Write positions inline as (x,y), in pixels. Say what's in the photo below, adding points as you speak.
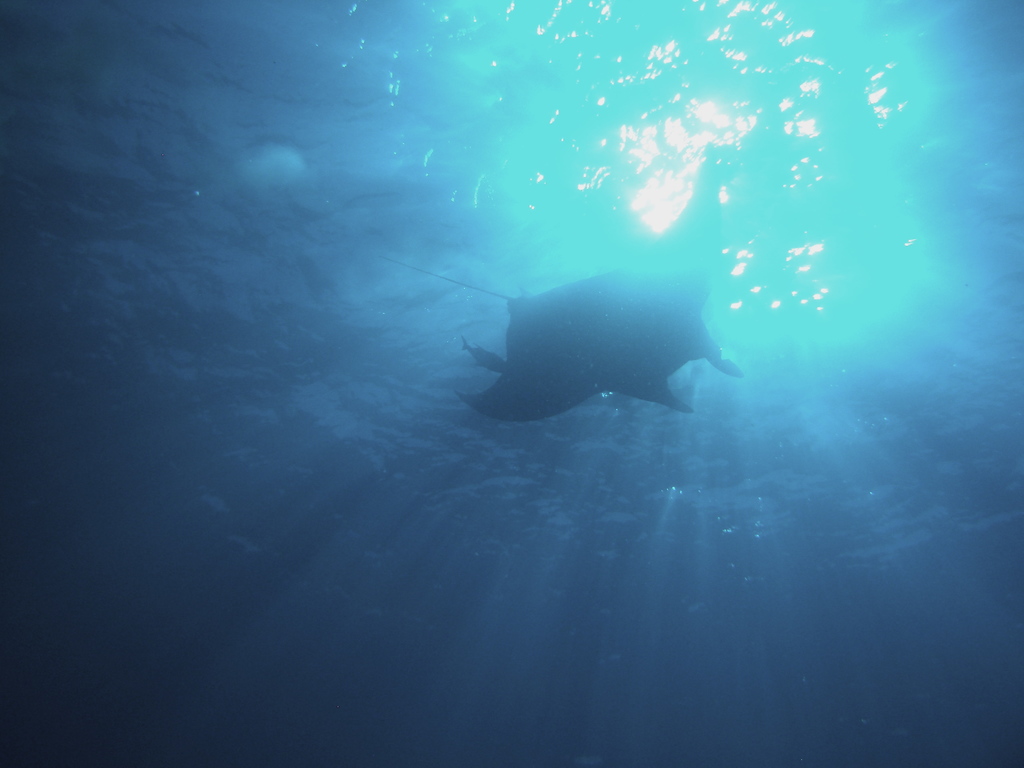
In this image we can see fishes (509,355) in the water (436,429).
